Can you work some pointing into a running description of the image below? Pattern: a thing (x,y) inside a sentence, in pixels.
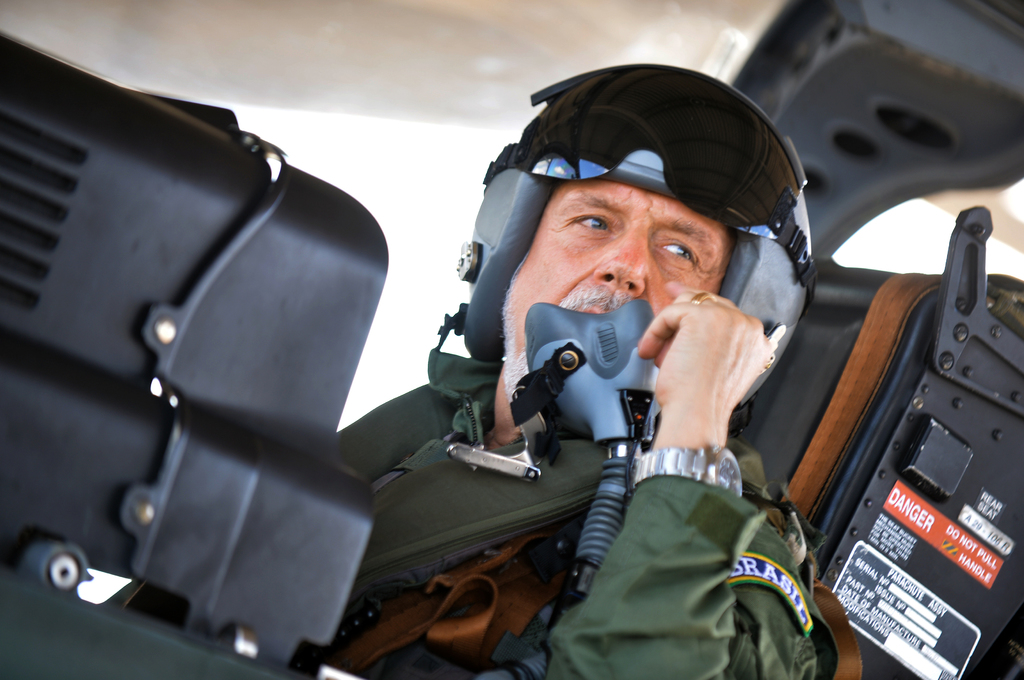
This image consists of a man (604,299) wearing a helmet (690,147). It looks like it is clicked in a jet (262,574). He is wearing green dress (645,552).
